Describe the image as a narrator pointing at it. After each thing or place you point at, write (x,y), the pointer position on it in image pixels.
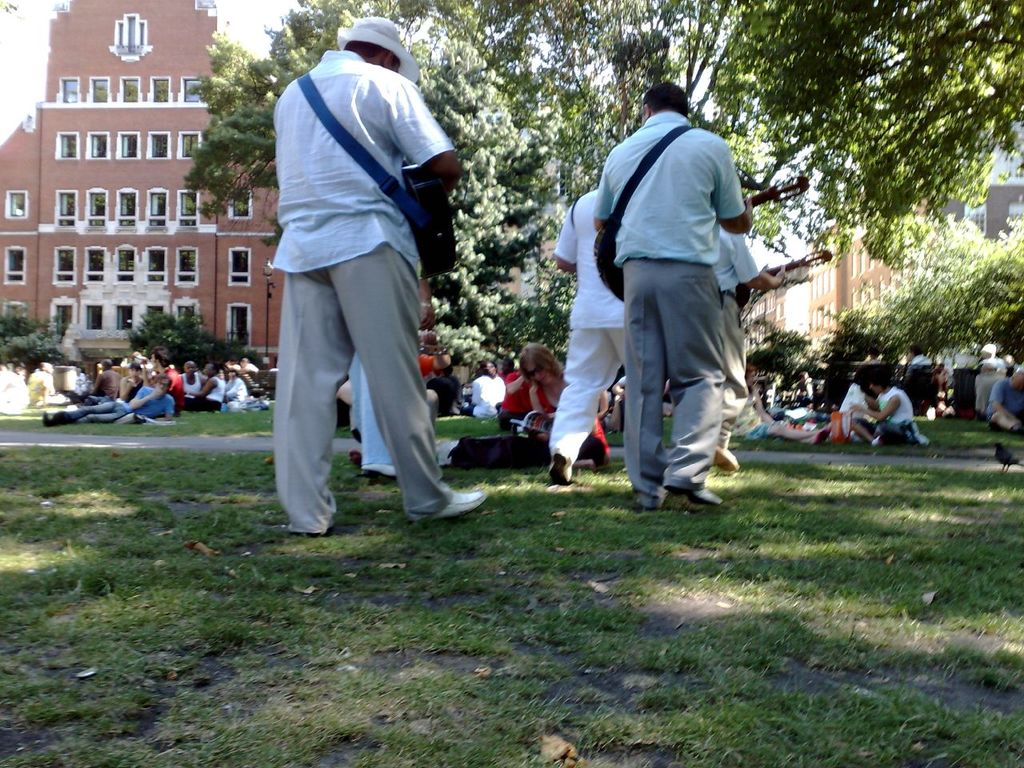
In front of the image there are a few people (688,331) walking by holding some musical instruments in their hands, behind them there are groups of people (103,370) sitting on the grass surface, behind them there are bushes (555,332), trees (530,208) and buildings (107,269).
